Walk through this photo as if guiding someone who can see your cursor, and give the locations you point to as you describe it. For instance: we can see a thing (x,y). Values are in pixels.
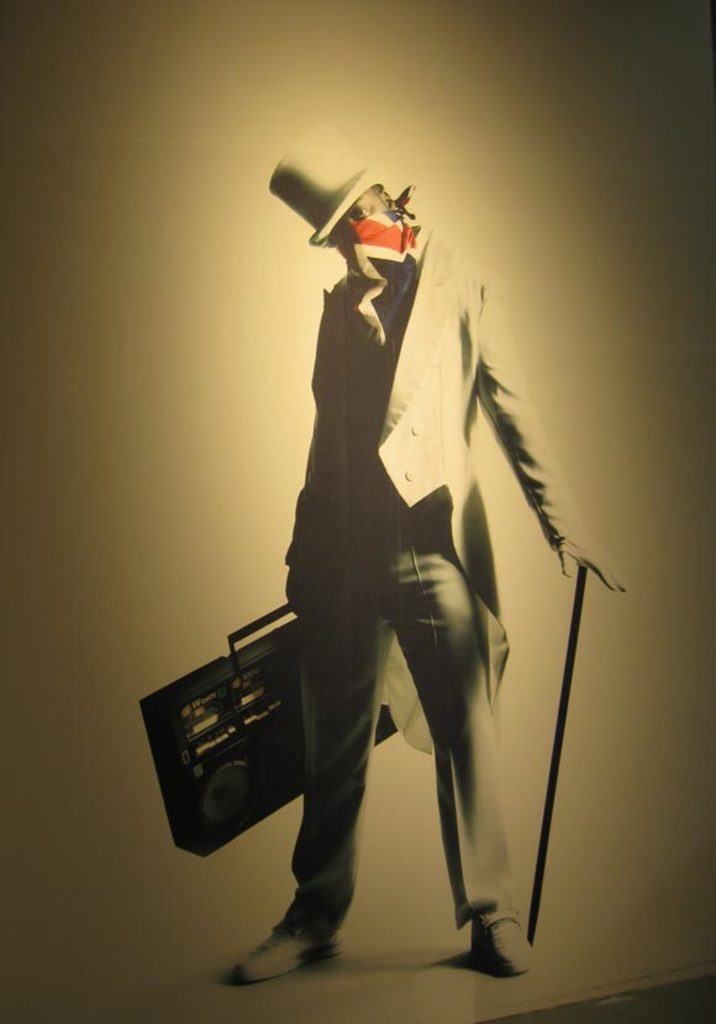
In the center of the image (343,480), we can see a person (345,568) standing and wearing a coat (361,386), scarf (362,246) and a hat (328,202) and holding a radio (260,666) and a stick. In the background (371,128), there is a wall (511,260).
